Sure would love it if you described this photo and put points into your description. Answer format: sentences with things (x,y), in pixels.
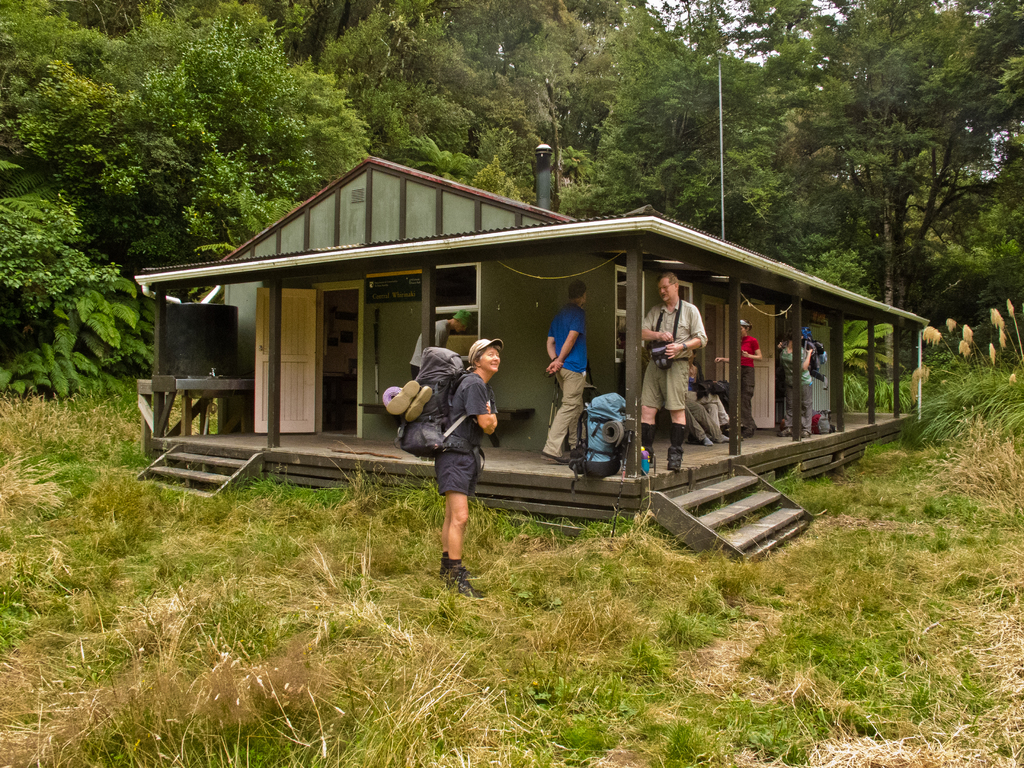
In this image there is a house (522,330), people (666,321), trees (140,198), grass (160,490) and objects (615,517). Near them there are luggages (593,417).
